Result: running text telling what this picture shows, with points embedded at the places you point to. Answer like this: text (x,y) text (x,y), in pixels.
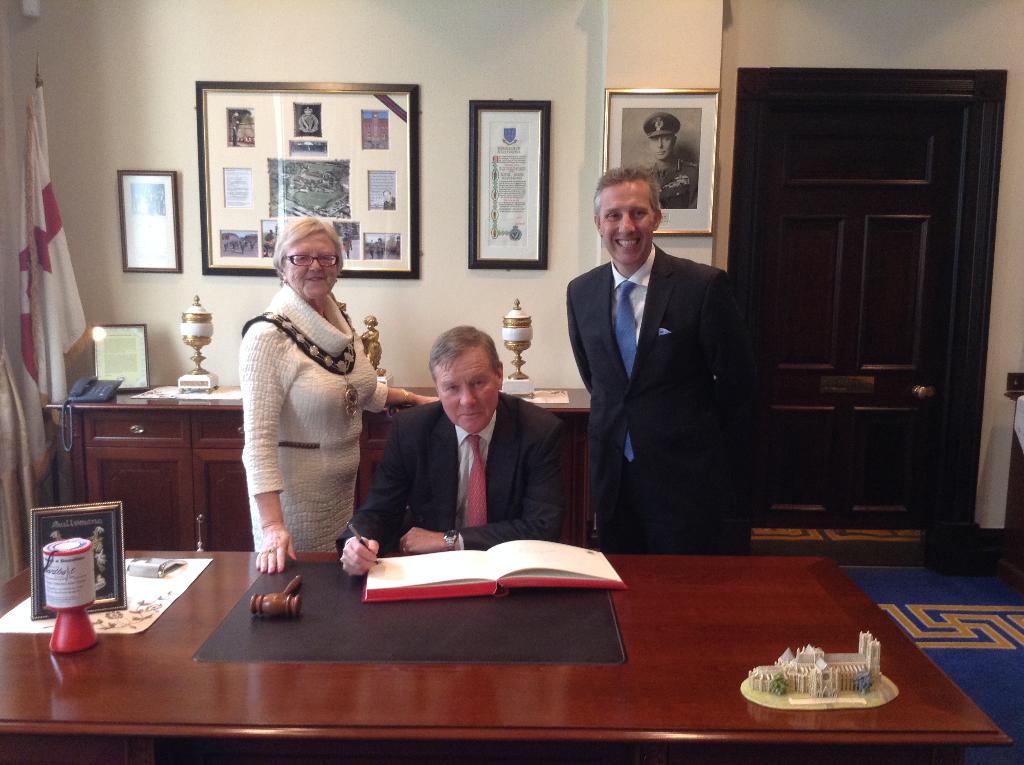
In this picture we can see a wall (194,130) and photo frames (354,154) on it, and here is table (170,406) and telephone (85,387) on it, and beside there is the flag (63,356), and woman (267,415) standing and wearing glasses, and beside her a man (419,443) is sitting and he is wearing a suit (496,470), and holding a pen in his hand (372,543), and in front (446,571) there is table (727,575) and book (511,566) on it. here is the person (663,378) standing and smiling, here is the floor (940,611) and carpet (949,620) on it.
